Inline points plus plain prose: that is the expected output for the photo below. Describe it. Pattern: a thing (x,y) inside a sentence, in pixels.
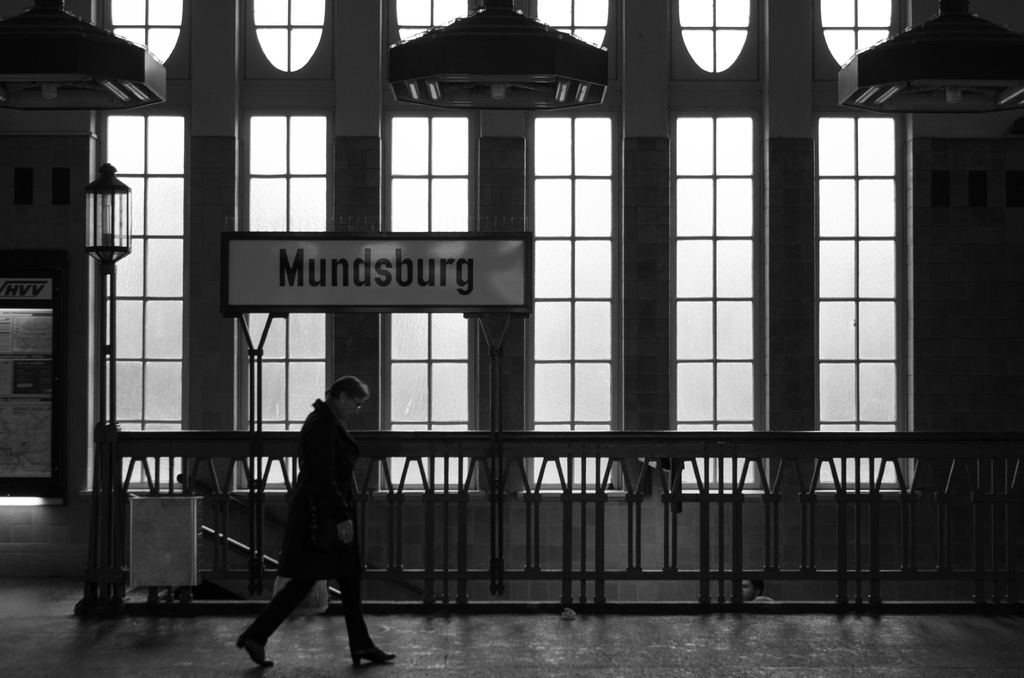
In this picture we can see couple of people (344,517), in the background (816,574) we can find few metal rods (447,505), lights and a hoarding (478,301), it is a black and white photography.
